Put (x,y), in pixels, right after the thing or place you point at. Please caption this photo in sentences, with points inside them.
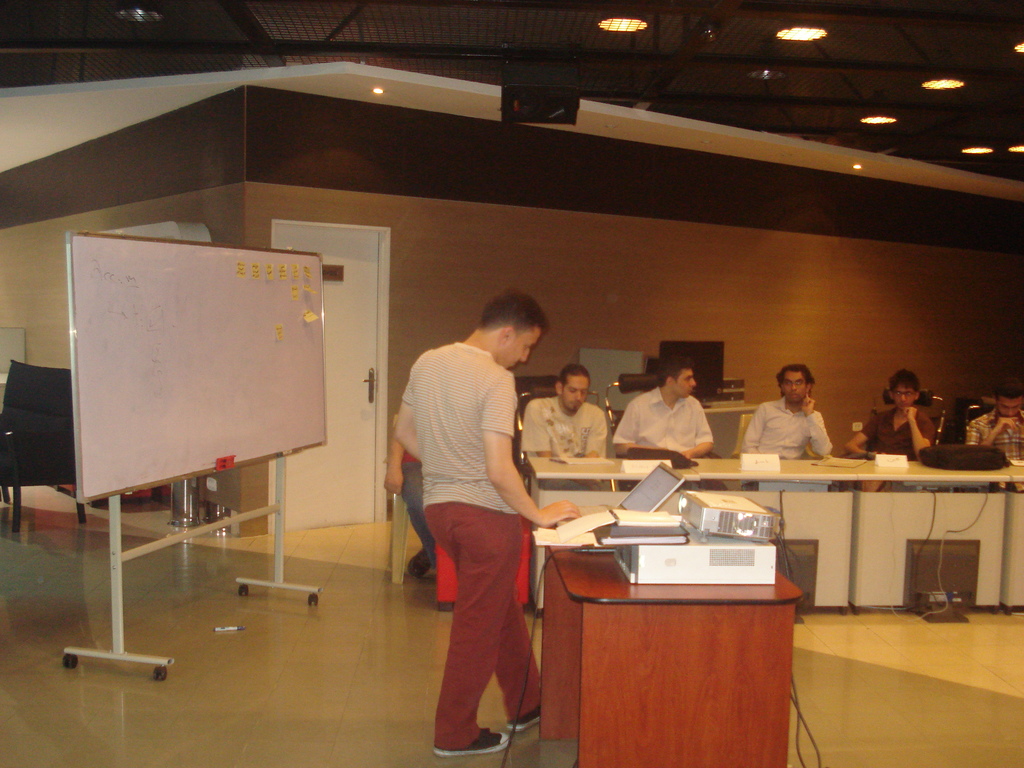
This image is clicked in a room (727,300). There are lights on the top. There are tables (894,551) on the right side (889,505) and there is a white board (231,420) on the left side (281,534). There is a door (376,232) on the left side (306,457), there are people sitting on chair (524,405) near the tables (655,597). On the table (718,603) there are laptop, files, name boards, bags (962,454).
